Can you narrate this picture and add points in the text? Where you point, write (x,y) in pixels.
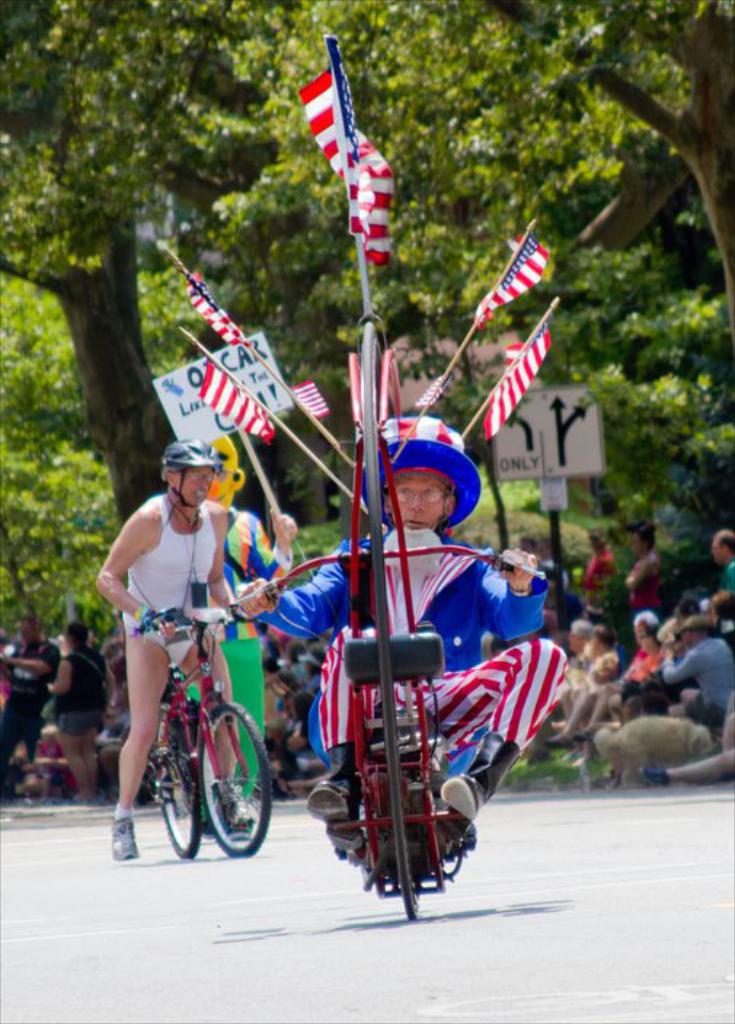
There are two persons (147,523), one is riding a vehicle (349,653) and the other one is riding a bicycle (238,730). At background (733,719) there are group of people (607,634) sitting and watching. These are the trees (494,133) and here I can see a sign board (549,464).
